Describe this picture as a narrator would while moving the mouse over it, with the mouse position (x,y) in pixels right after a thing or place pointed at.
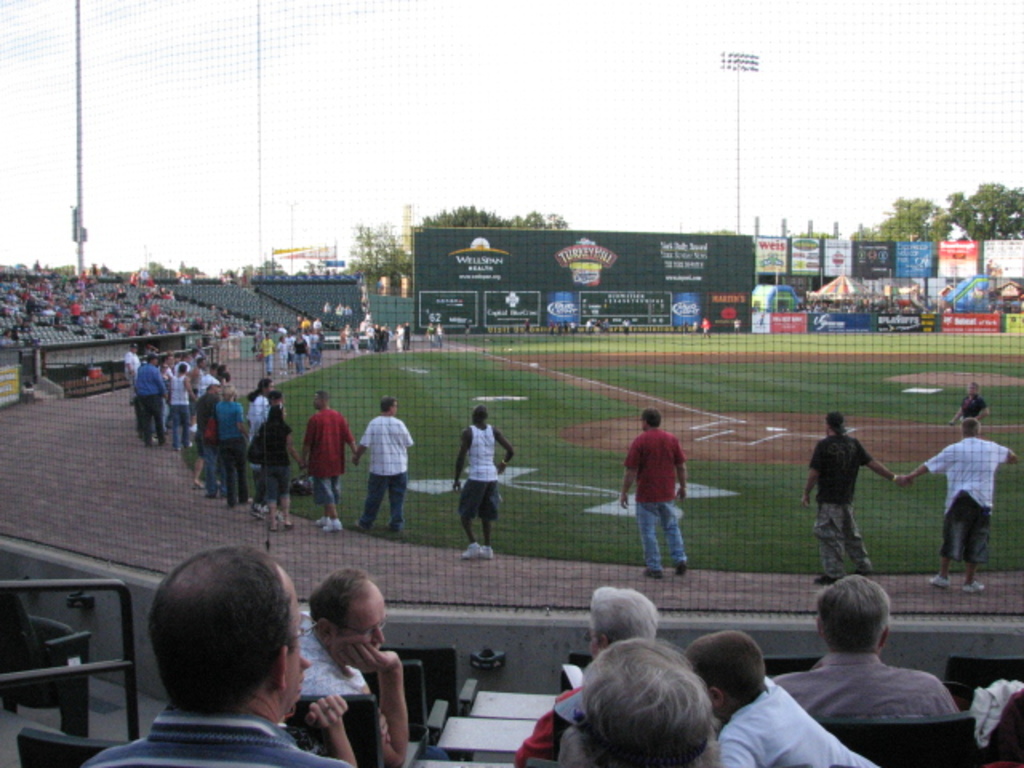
This image is clicked in a stadium (364,543). There are many people (331,410) in the image. At the bottom (608,531), there is ground (560,501). To the left (237,285), there are seats (223,324) in the stadium (36,316). In the front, there is a banner (696,264) and score board (611,307). To the right (909,222), there are stalls (896,287) and trees (962,215).
